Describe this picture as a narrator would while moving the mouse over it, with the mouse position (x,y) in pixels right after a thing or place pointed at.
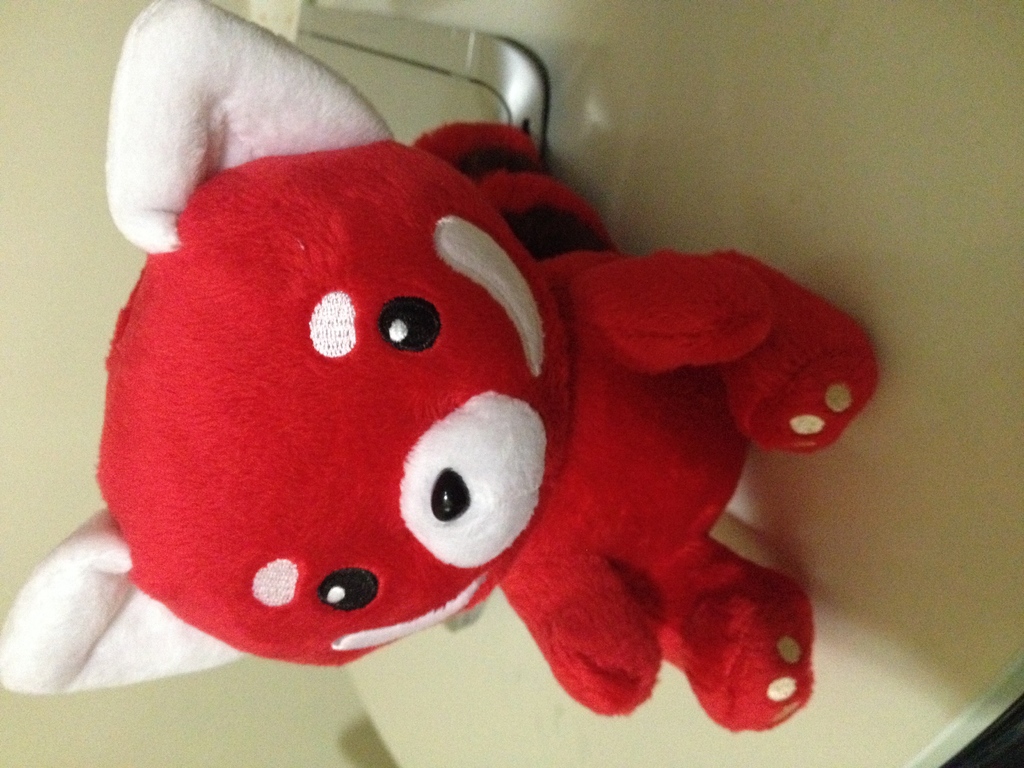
In this image we can see a red colored doll (461,335) on the table (906,206).
